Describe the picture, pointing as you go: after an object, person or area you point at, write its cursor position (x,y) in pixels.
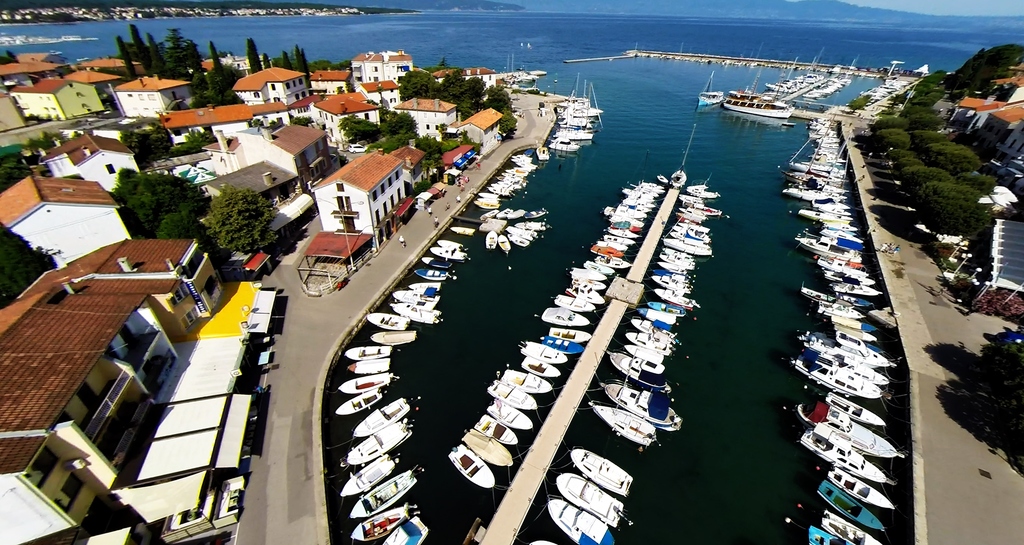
This picture is clicked outside. In the foreground (491,363) we can see the boats (643,429) in the water body (732,354). On the left (267,299) we can see the buildings (64,443), trees (459,106), group of people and some objects (442,195). On the right (942,314) we can see the ground (930,281), group of people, buildings (998,140), trees (944,167) and some objects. In the background (719,118) we can see the boats (760,94) and some objects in the water body (150,23) and we can see many other objects (131,1).
